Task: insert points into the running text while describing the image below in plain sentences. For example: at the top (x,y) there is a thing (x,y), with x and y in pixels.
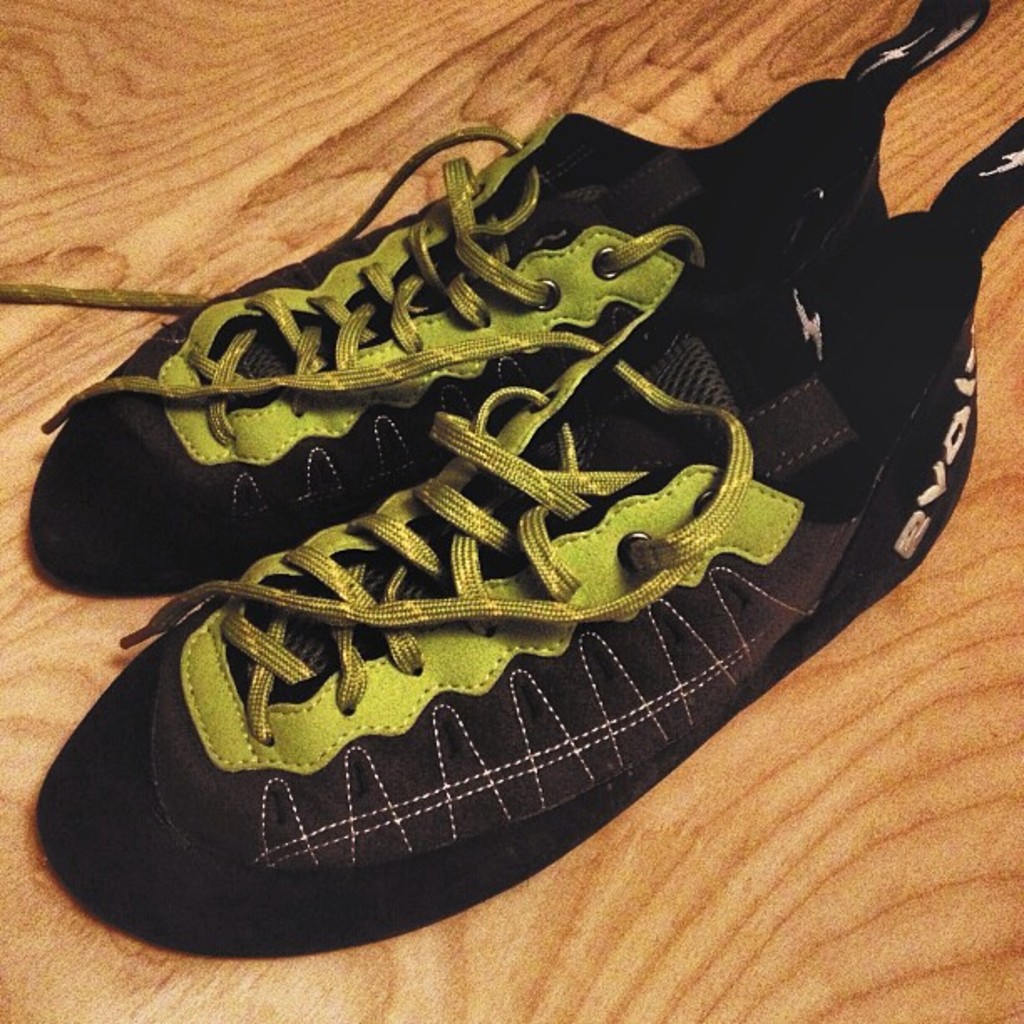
In this image I can see a pair of shoes (500,515) on the wooden surface (108,599).
